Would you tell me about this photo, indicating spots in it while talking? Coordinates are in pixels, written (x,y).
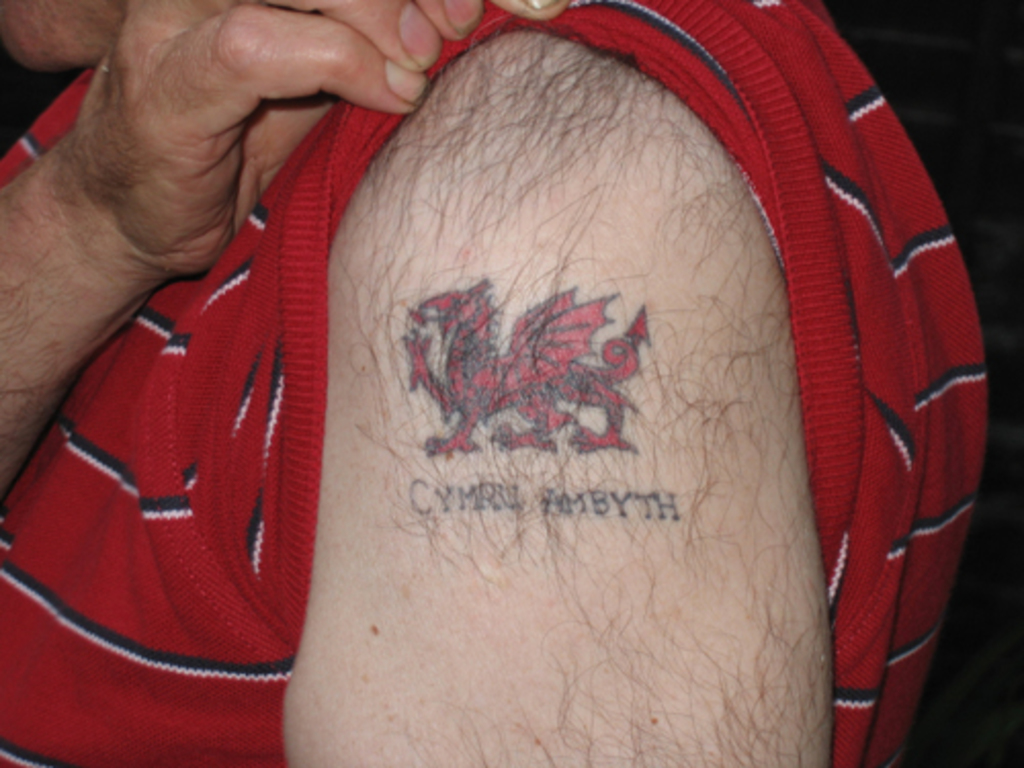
In this image, we can see a person (720,425) wearing a red t-shirt (22,690). Here we can see a tattoo (485,406) and some text (570,502) on the person's arm (480,423).
